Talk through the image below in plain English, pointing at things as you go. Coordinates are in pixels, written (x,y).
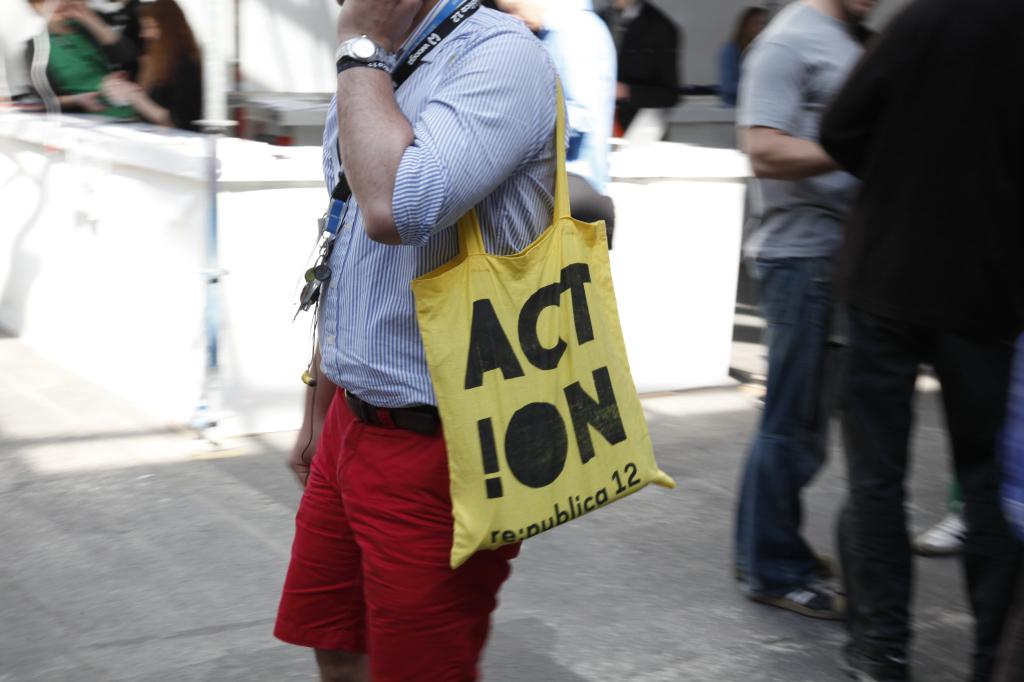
Here I can see a man (345,405) wearing a bag (438,315) and standing on the ground (232,621) facing towards the left side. On the right side (909,112) there are few people (806,376) standing. In the background (689,329) there is a wall (148,288) and also I can see few people (599,60).
